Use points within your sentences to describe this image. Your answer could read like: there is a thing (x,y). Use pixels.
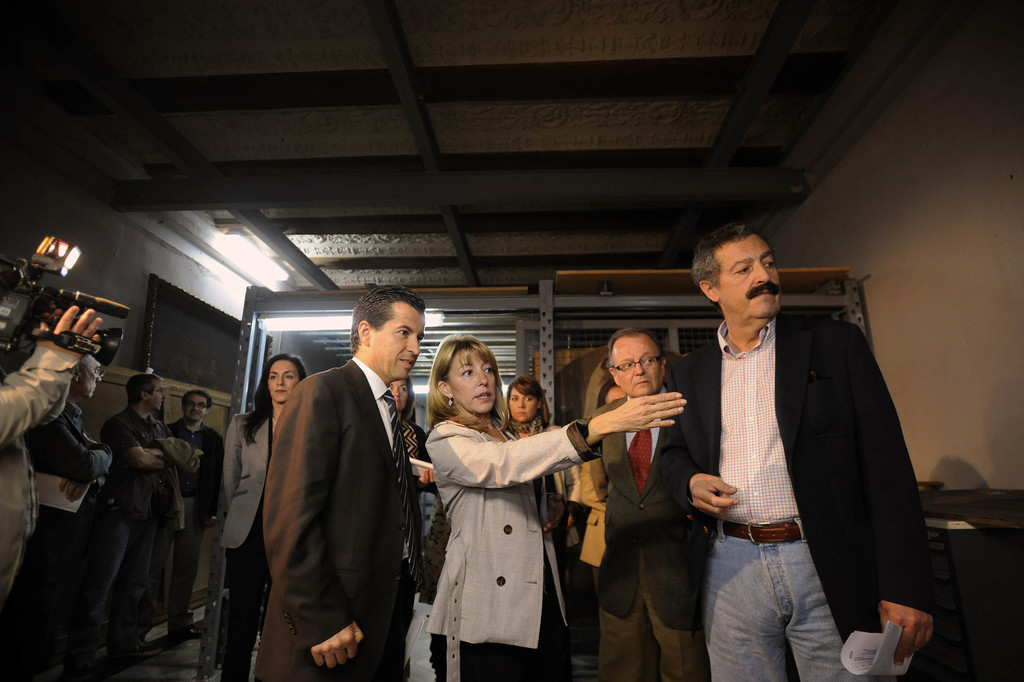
In this image we can see men (663,507) and women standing on the floor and one of them is holding a camera (77,345) in the hands (78,331). In the background (99,223) there are walls (223,303), electric lights (271,327) and grills (682,332).
